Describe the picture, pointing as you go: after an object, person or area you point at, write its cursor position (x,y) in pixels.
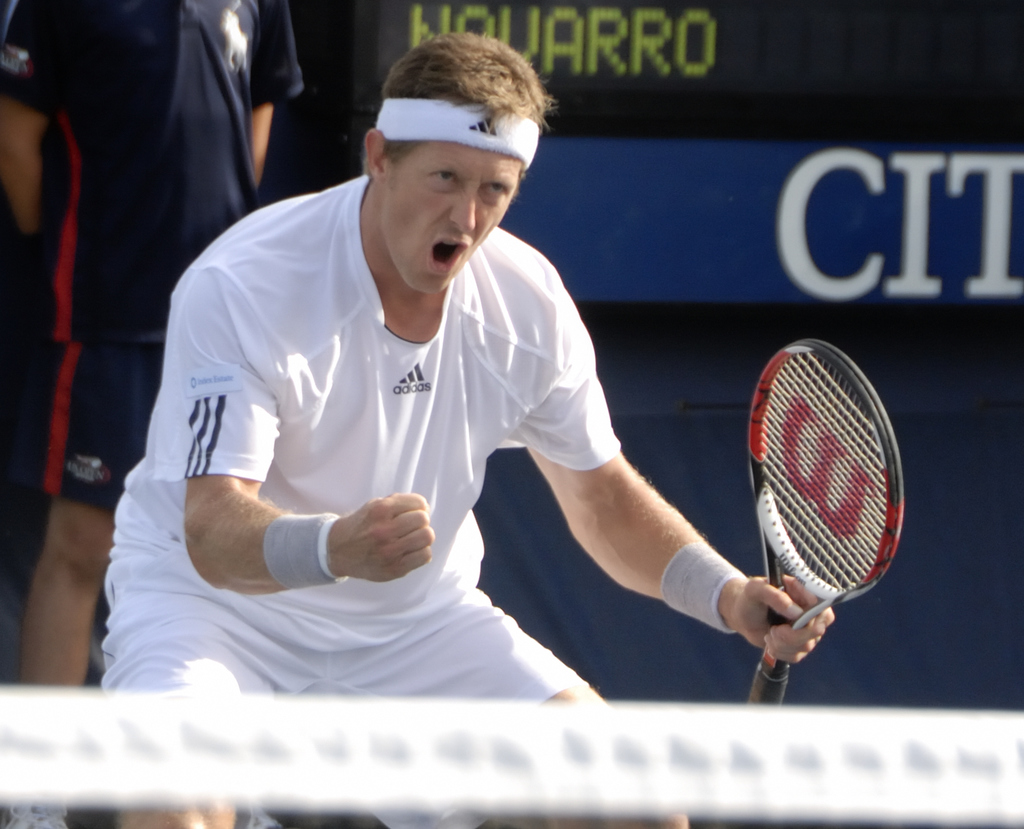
In this image we can see two persons (248,298), a person (480,306) is holding a tennis racket (823,450) and there is a white color object (534,756) in front of the person (439,695) and in the background (643,168) there is an object (691,222) looks like a board (728,41) with some text (806,207).
